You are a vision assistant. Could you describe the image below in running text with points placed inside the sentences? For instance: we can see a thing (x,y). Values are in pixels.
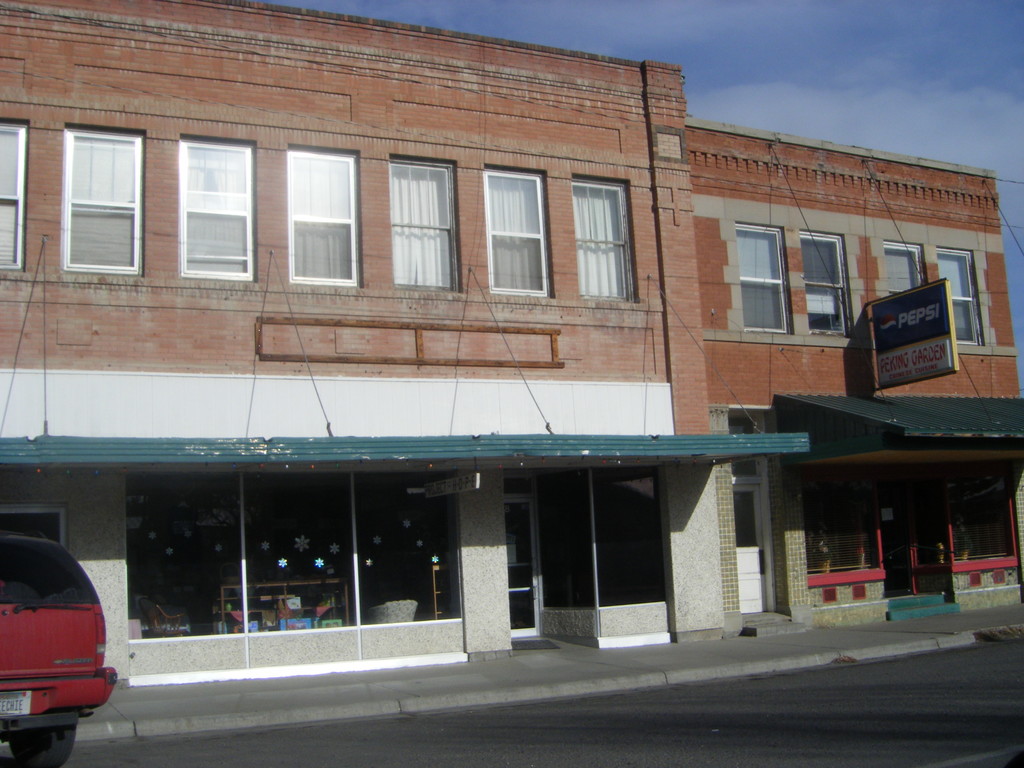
In this picture we can see a vehicle (87,605) on the road (130,765), buildings (707,295), board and windows (905,268). In the background of the image (900,44) we can see the sky (787,42) with clouds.
